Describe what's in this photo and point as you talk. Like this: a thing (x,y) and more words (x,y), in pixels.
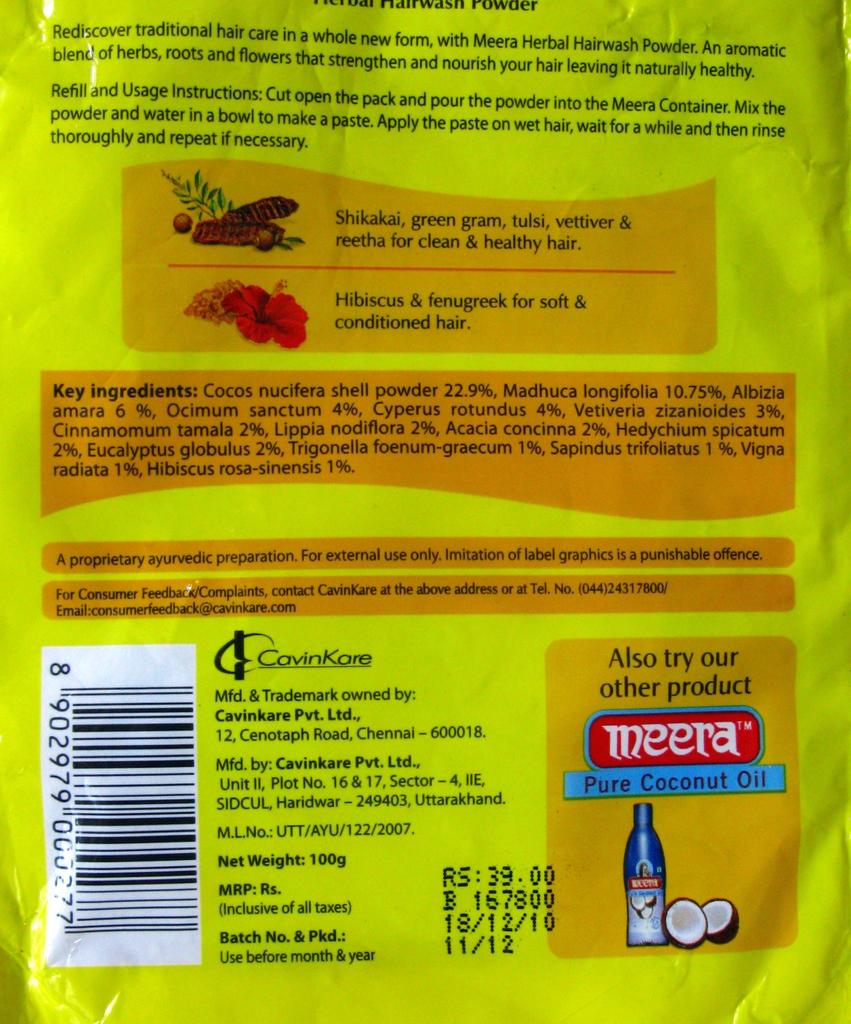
In this image I can see the shampoo sachet (99,663) and I can see the bar code (110,869) and something written on it.
